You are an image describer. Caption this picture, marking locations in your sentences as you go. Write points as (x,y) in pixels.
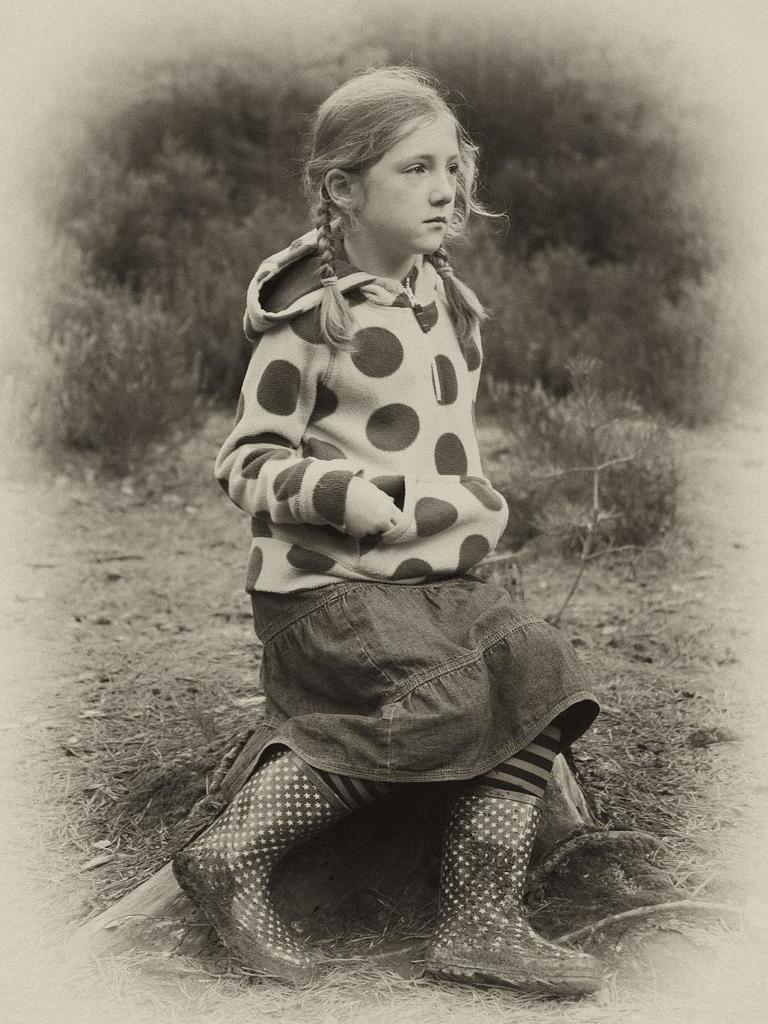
In the picture we can see a black and white photograph of a girl (473,921) sitting on the tree stump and behind her we can see some plants (64,260).
